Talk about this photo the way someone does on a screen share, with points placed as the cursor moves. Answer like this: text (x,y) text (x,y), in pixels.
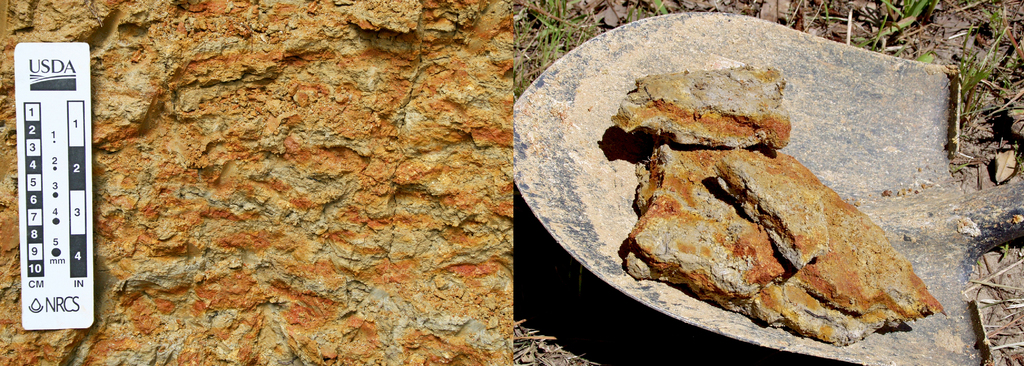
This looks like a collage picture. I think this is the stone (293,174). This looks like a digging shovel (885,132). I can see few pieces (711,212) of a stone (768,170) on the shovel (880,164). This is the grass (912,41). I can see the scale card (42,240) on the image.
